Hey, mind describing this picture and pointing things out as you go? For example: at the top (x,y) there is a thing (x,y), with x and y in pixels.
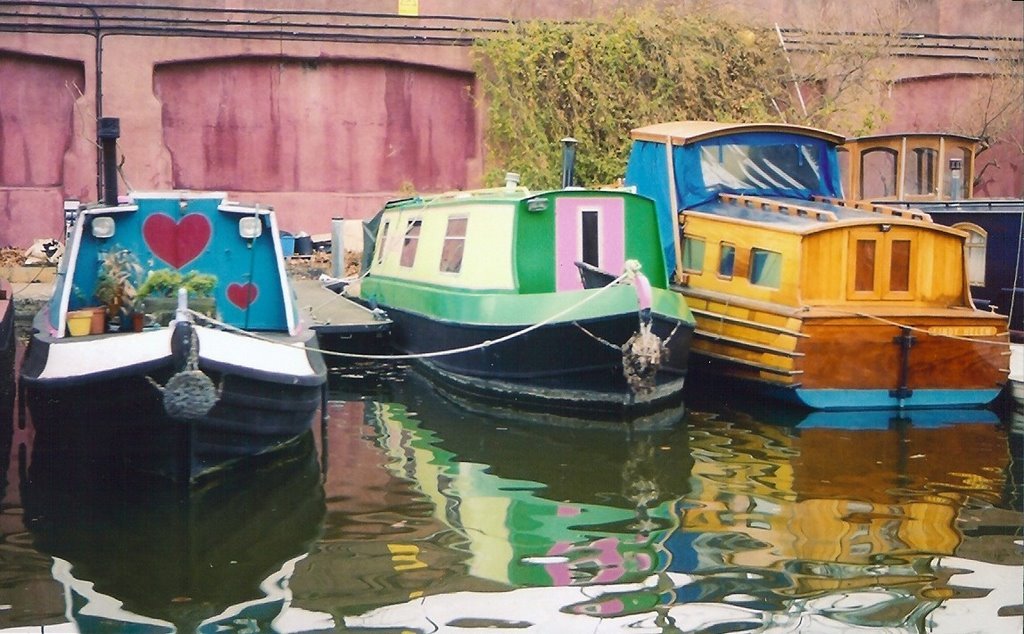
In the image we can see there are different colors of boats (530,356) in the water (620,451). This is a footpath (314,282) and a plant (624,100).
